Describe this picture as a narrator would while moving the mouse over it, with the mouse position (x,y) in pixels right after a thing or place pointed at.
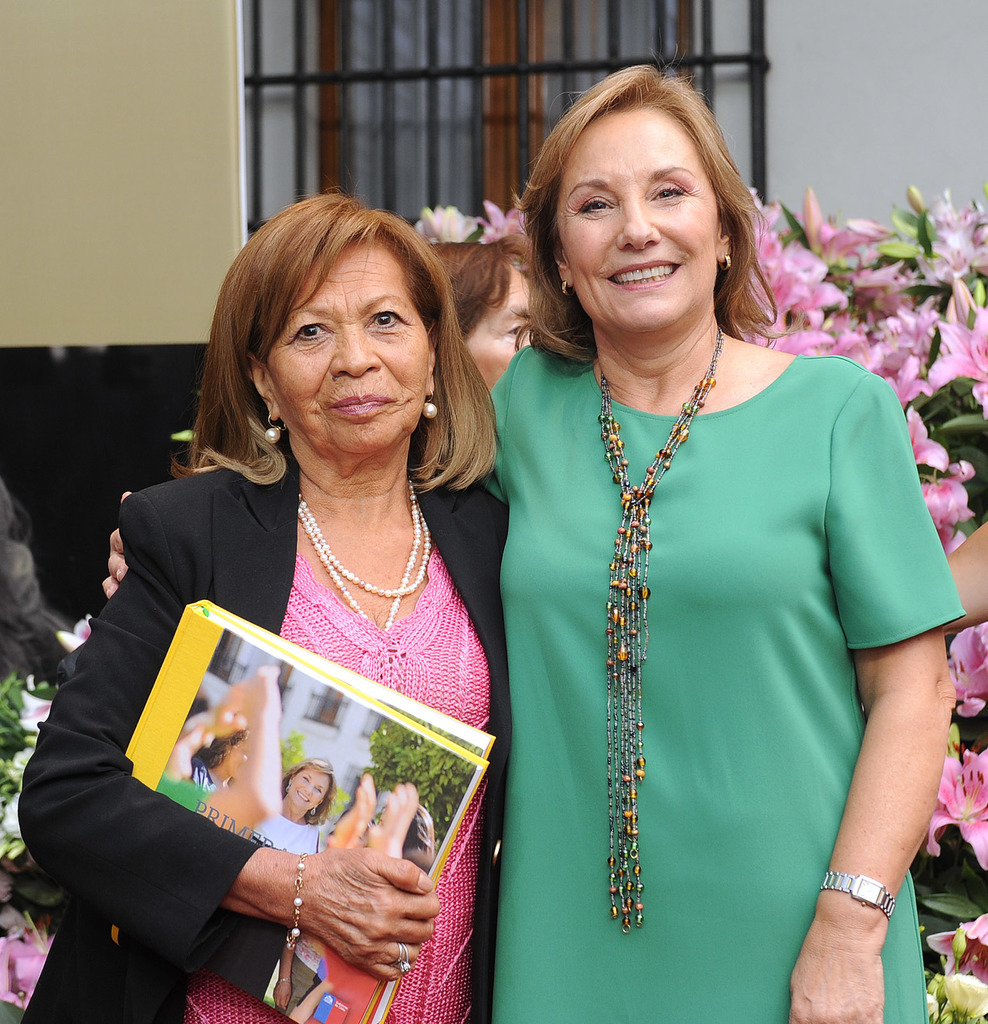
In this image there are two persons (441,711) standing, a person (418,626) holding a book (290,782), and in the background (29,940) there is another person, flowers (900,296), window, wall (902,29).
